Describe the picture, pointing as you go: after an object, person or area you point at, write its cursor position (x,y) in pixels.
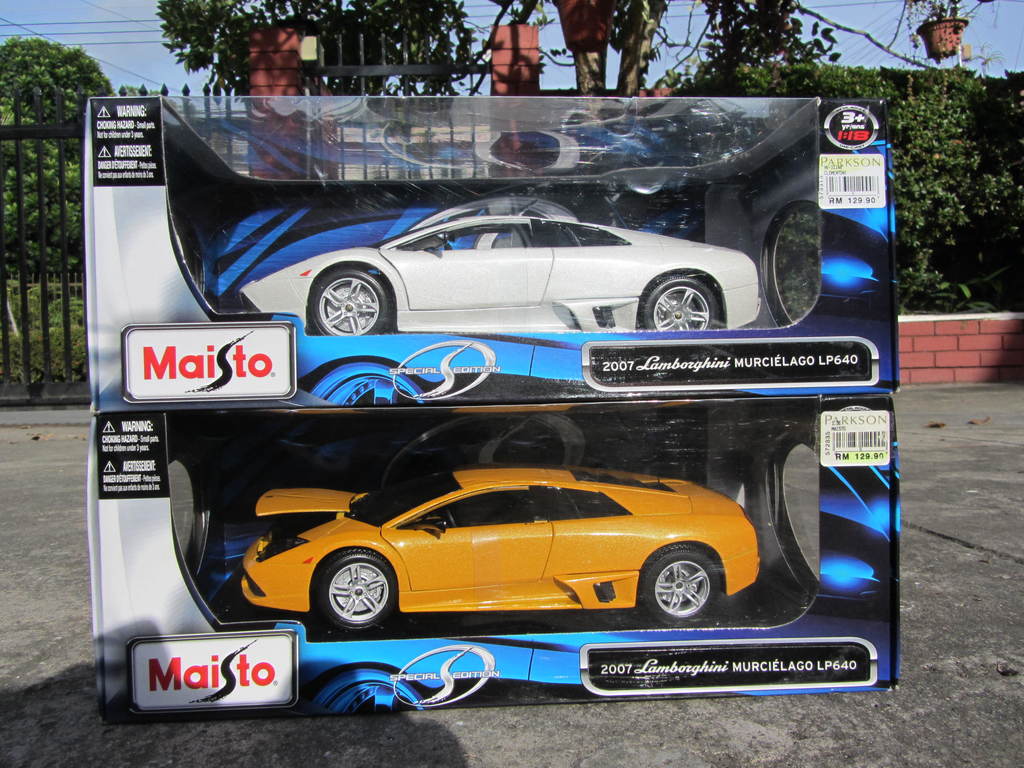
We can see cars (568,227) in boxes (725,336). Background (999,336) we can see wall (969,356), trees (225,9) and sky (7,32).
